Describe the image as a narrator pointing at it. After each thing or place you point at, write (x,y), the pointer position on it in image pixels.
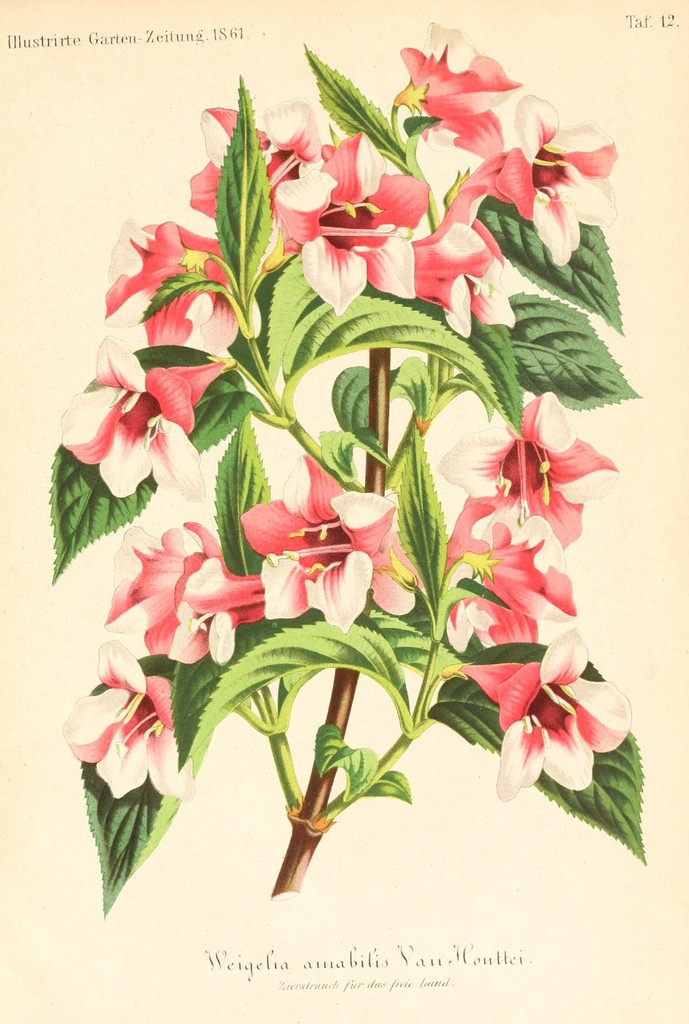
In the center of this picture (316,509) we can see an image of flowers (348,296) and green leaves (279,326) of a plant (375,763) and we can see the text (175,35) and numbers (215,31) on the image.
